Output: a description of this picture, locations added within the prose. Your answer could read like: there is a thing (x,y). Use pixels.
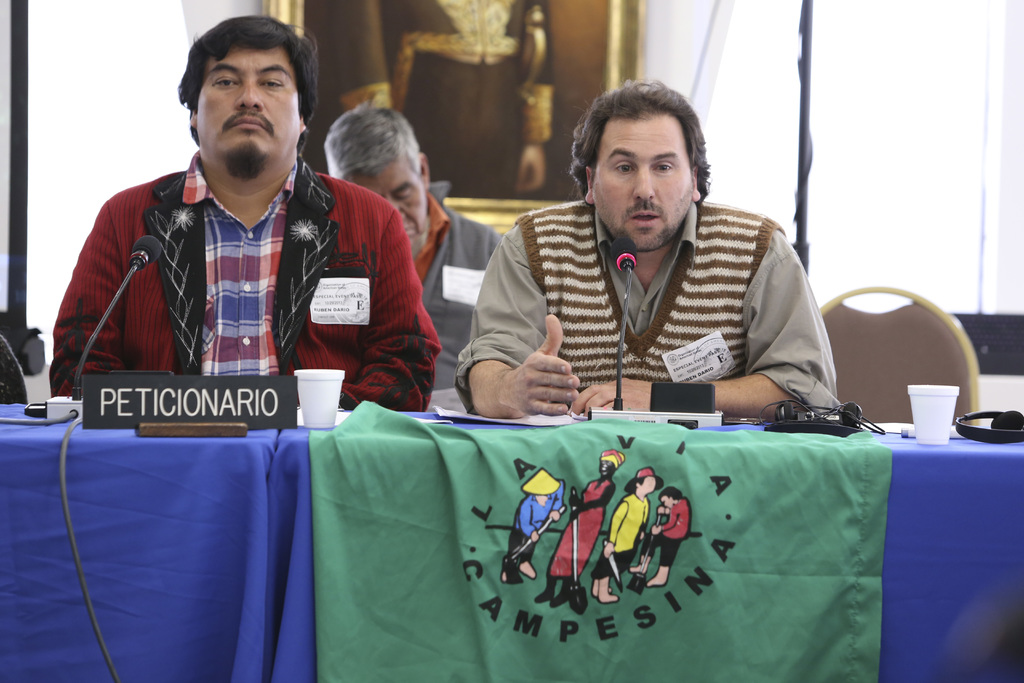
This picture is taken inside the room (33,267). In this image, we can see three people (160,264) are sitting on the chair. On the table (139,482), we can see a blue colored cloth (251,498), board (236,399) with some text (269,402) written on it, microphone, glass (303,401), electrical wires (860,419). On the right side (937,108), we can see a black color pole (804,17) and white color. In the background (551,109), we can see a photo frame (570,109) which is attached to a wall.
